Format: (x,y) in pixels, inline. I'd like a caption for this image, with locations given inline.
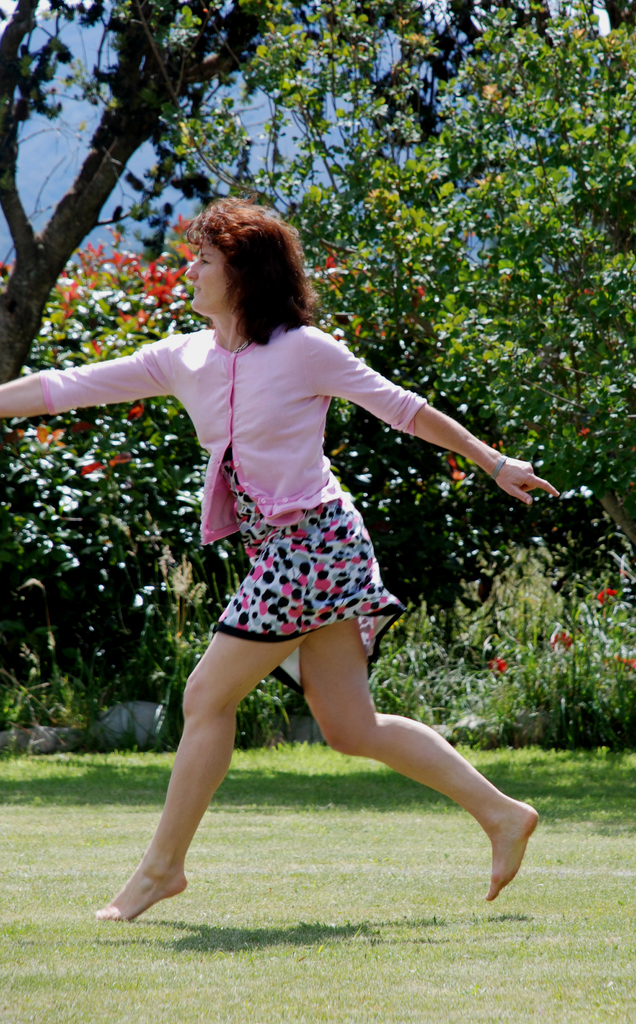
In the center of the image (253,372) we can see a woman (212,687). Image also consists of trees (345,423), plants (470,673) and also the grass (363,916). Some part of the sky (65,161) is also visible.
